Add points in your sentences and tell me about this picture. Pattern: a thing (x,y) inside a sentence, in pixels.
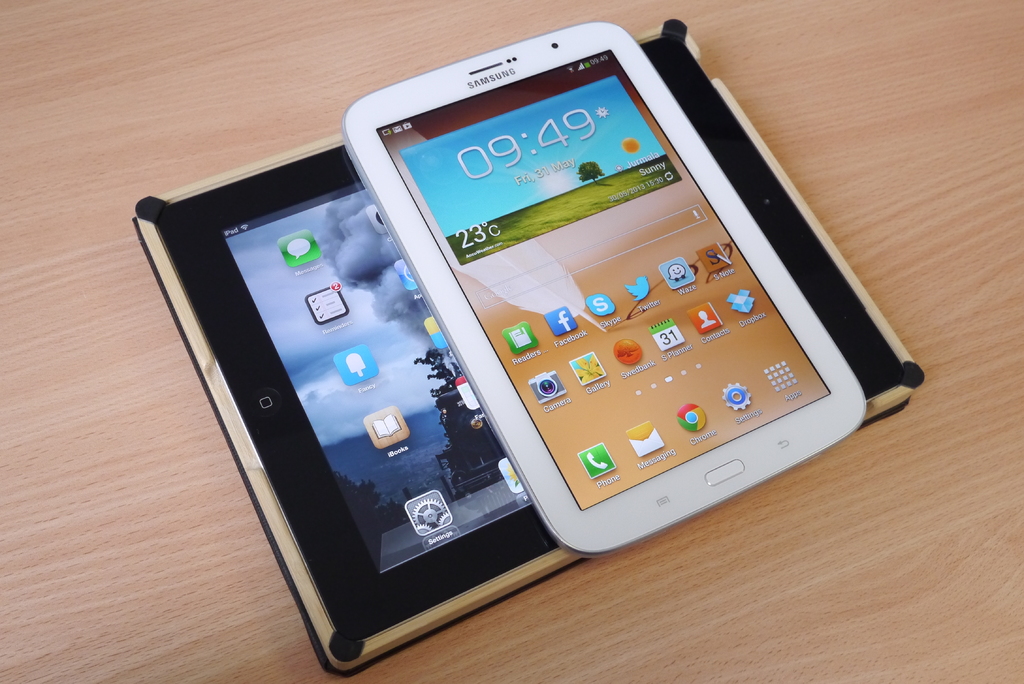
In this image we can see two devices (536,389) placed on the surface (37,219).
